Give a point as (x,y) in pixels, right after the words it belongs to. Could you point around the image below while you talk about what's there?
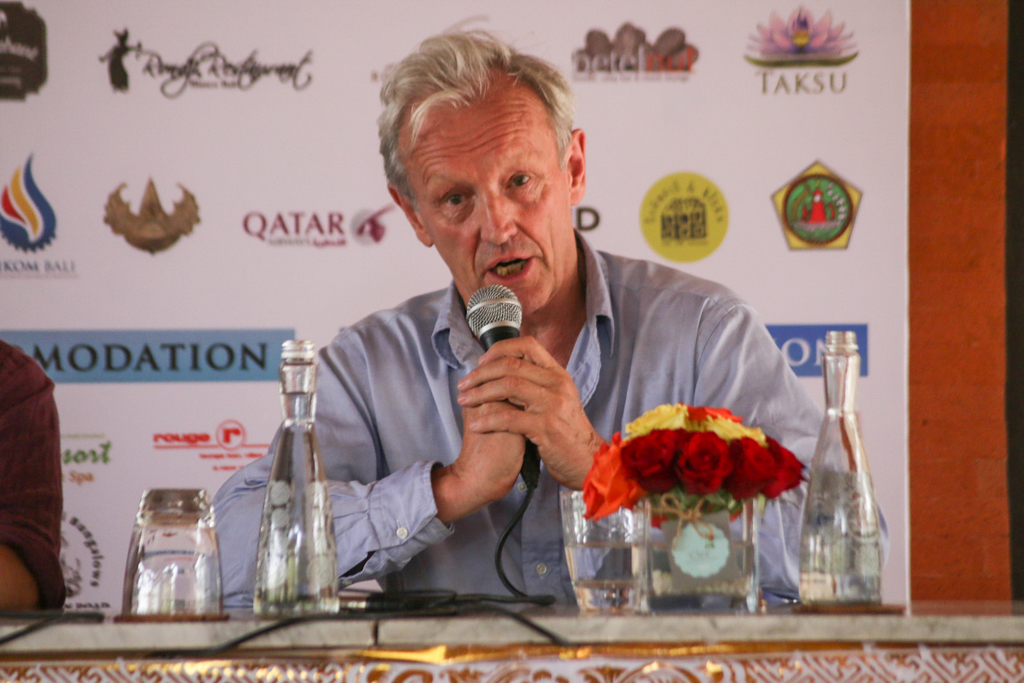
In this image I can see a man (463,334) holding a mic (492,288). On the table (157,678) there is a glass (158,577) and a bottle (298,554) and flower (714,452).
